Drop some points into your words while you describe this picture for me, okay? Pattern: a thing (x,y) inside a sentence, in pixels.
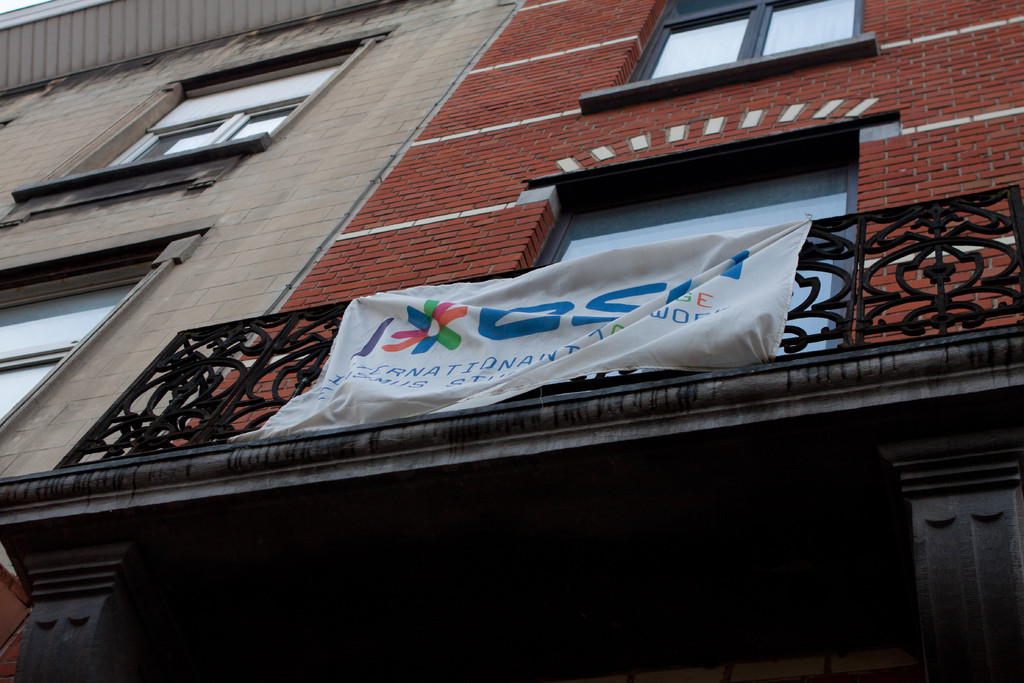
In this image we can see a building (276,124) and banner (623,301) to the railing (898,283).
